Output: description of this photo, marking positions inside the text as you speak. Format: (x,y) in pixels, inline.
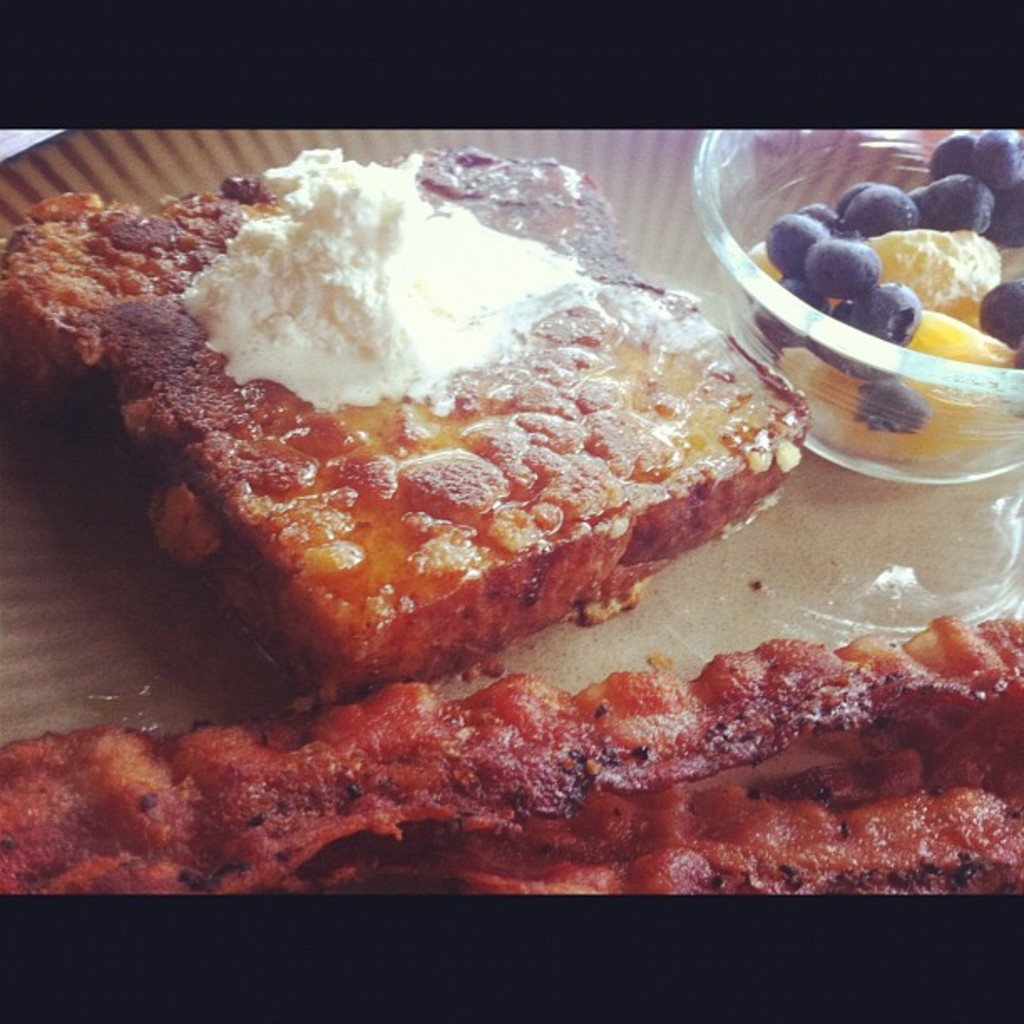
In this picture, we can see some food items (691,385) on an object (643,656).
